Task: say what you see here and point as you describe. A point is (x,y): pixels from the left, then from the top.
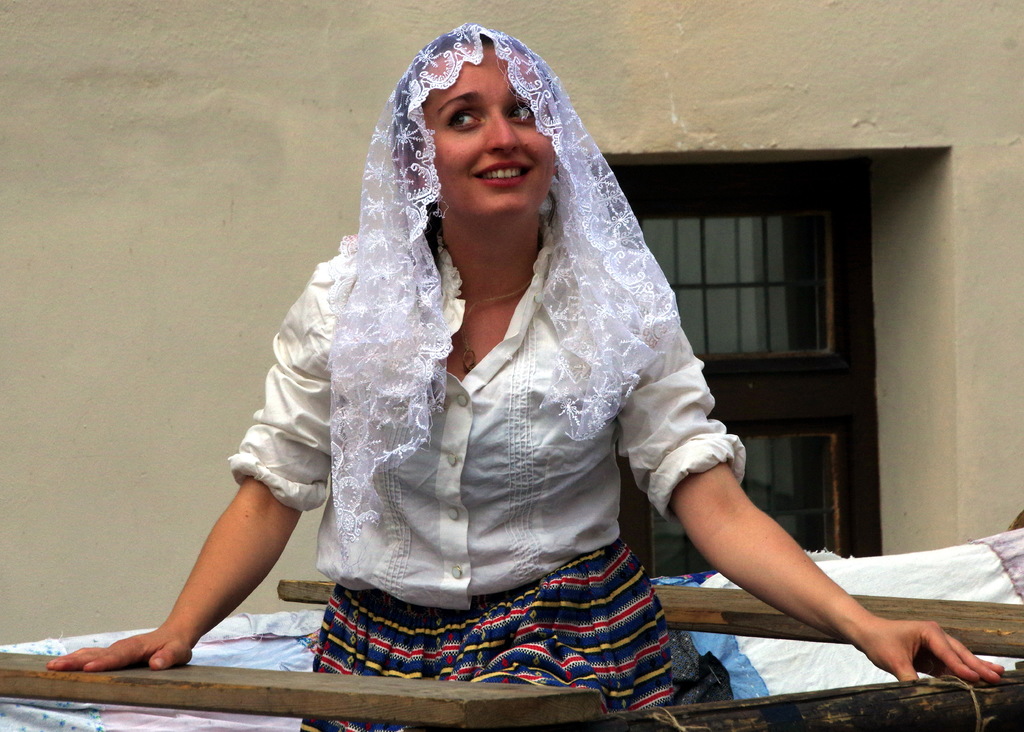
In this image in the center (437,300) there is one woman (437,300), and at the bottom (969,628) there are some clothes (755,665) and some wooden sticks (929,614). In the background (51,503) there is wall (51,503) and window (785,365).
